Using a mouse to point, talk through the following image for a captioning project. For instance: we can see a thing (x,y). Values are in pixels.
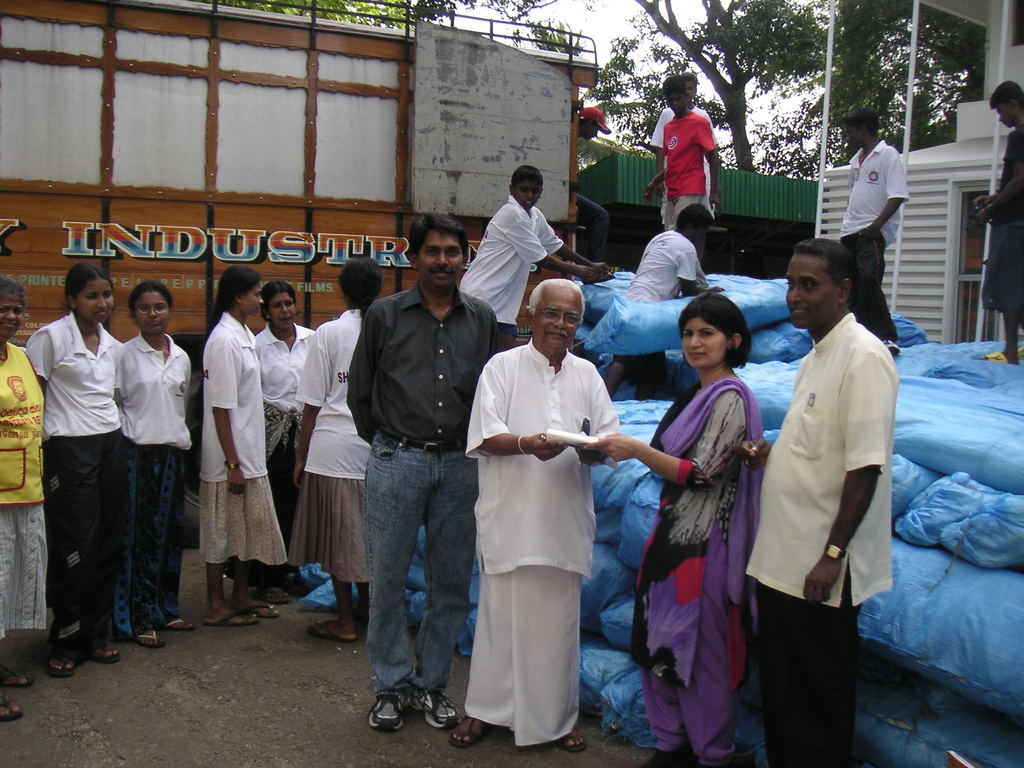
In front of the image there is an old man (571,496) and a woman (649,450) holding some object (584,438) in their hands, around them there are a few other people (371,307), behind them there is a truck (291,266) and there are some objects (656,401) placed in bags (618,333). In the background of the image (766,56) there is a building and trees (719,118).
